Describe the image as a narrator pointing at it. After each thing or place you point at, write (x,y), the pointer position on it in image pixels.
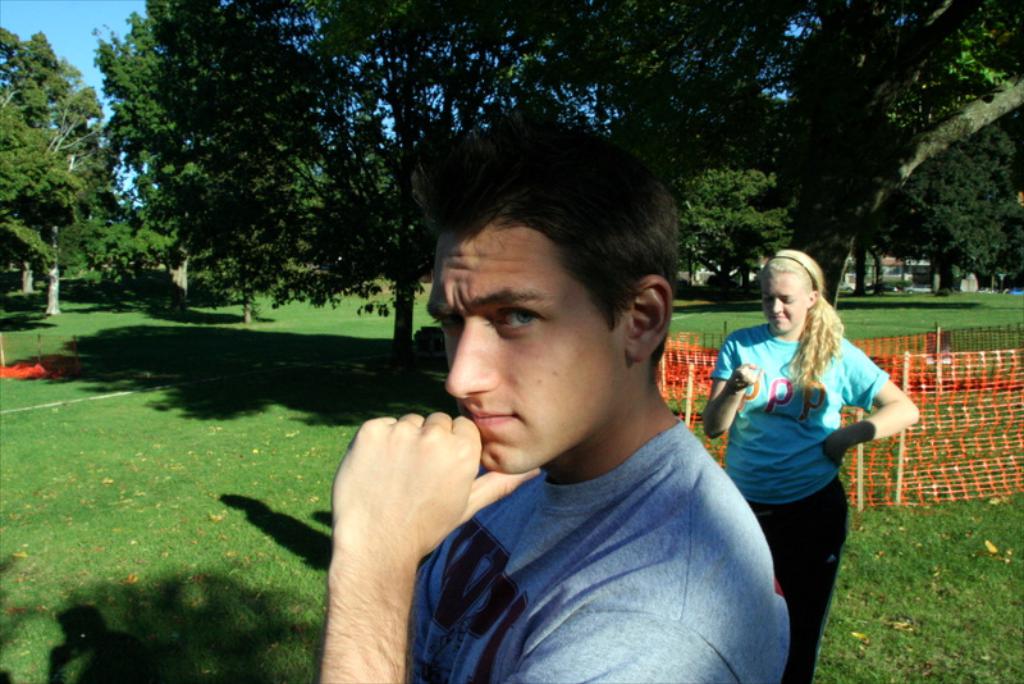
In this image we can see a man (758,529) and a woman (800,416) standing on the grass field (263,524). On the right side of the image (974,442) we can see a fence (963,411), some wooden poles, vehicles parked on the ground (989,298) and a building (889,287). At the top of the image (455,14) we can see a group of trees (279,67) and the sky (95,6).
